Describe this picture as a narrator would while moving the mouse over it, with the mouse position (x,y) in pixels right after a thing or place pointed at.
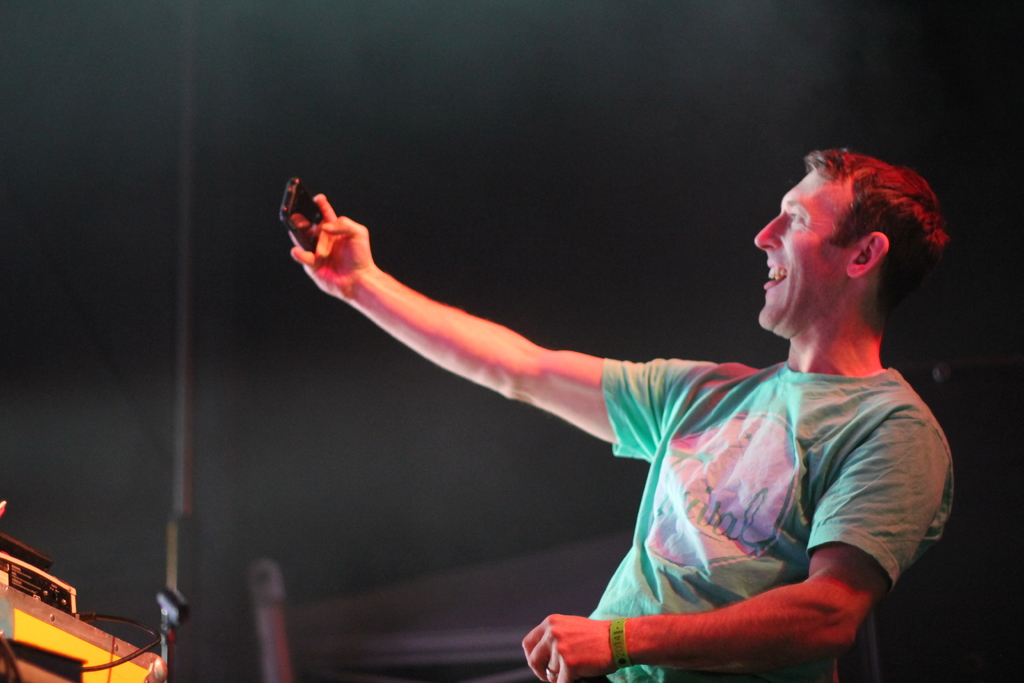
In this picture we can see a person (852,504), he is smiling, he is holding a mobile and in the background (559,337) we can see it is dark.
